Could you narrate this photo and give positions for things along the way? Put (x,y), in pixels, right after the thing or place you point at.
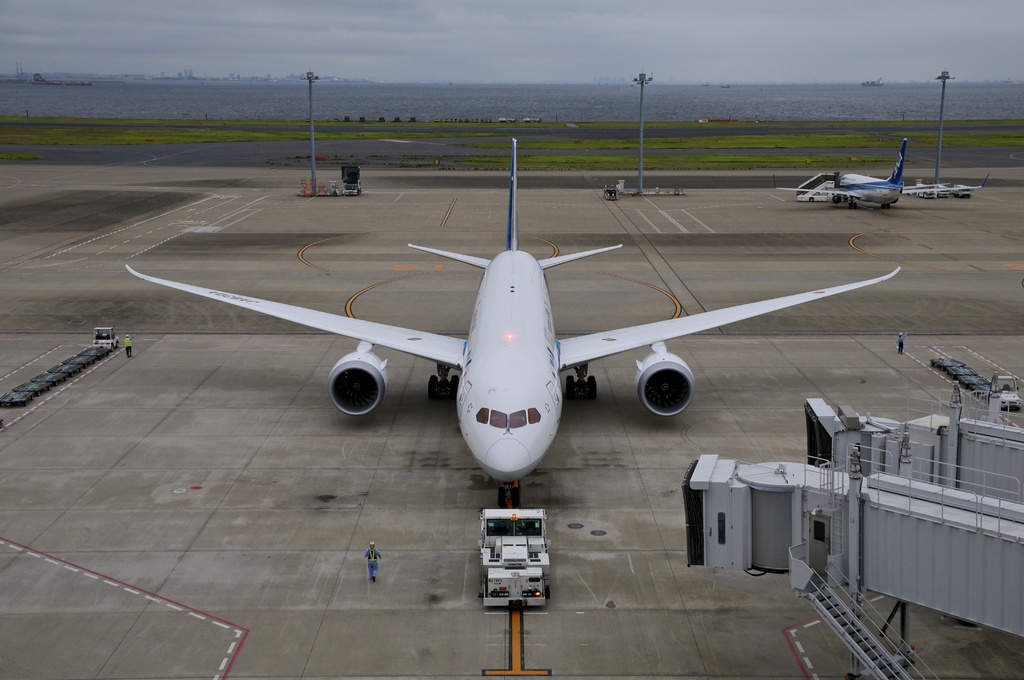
In this picture I can see couple of aeroplanes (552,391) and I can see few men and I can see couple of vehicles (488,592) and I can see few pole lights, buildings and I can see water (923,110) and a cloudy sky (590,67).
